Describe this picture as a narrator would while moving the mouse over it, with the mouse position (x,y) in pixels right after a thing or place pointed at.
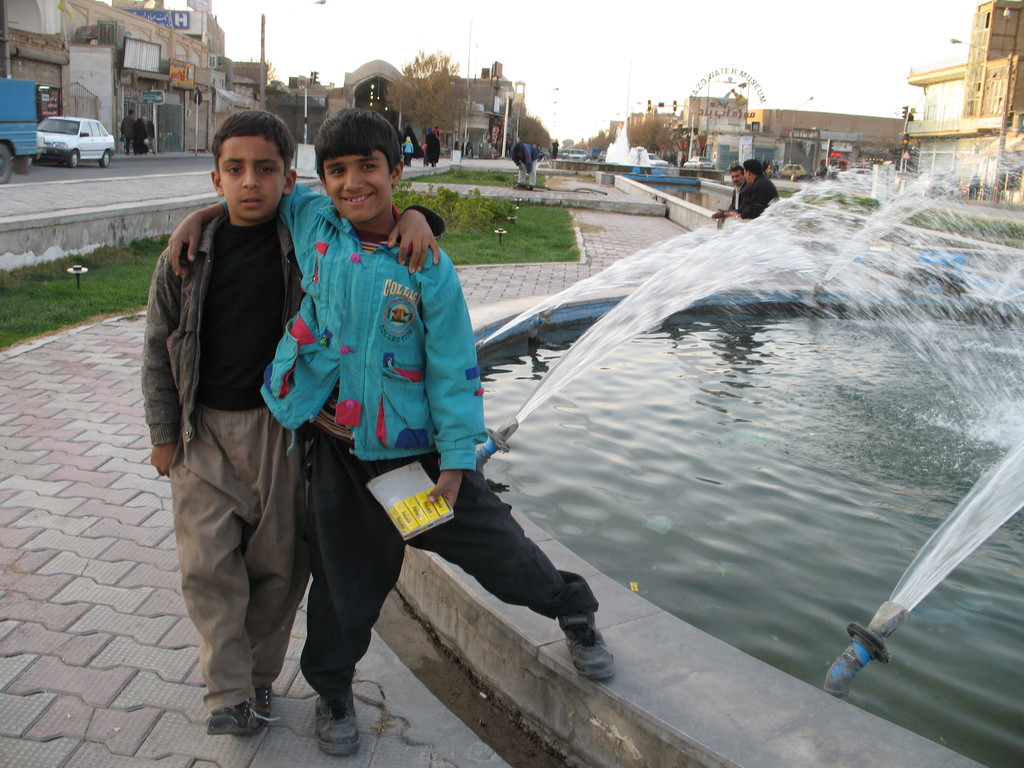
In the background (650,41) we can see sky (639,40), buildings (62,79). We can see people (517,153) and vehicles (80,141) on the road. Here we can see grass (549,218) and plants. We can see two men (742,182). We can see two boys (289,341) are standing near to a water fountain (546,379).
